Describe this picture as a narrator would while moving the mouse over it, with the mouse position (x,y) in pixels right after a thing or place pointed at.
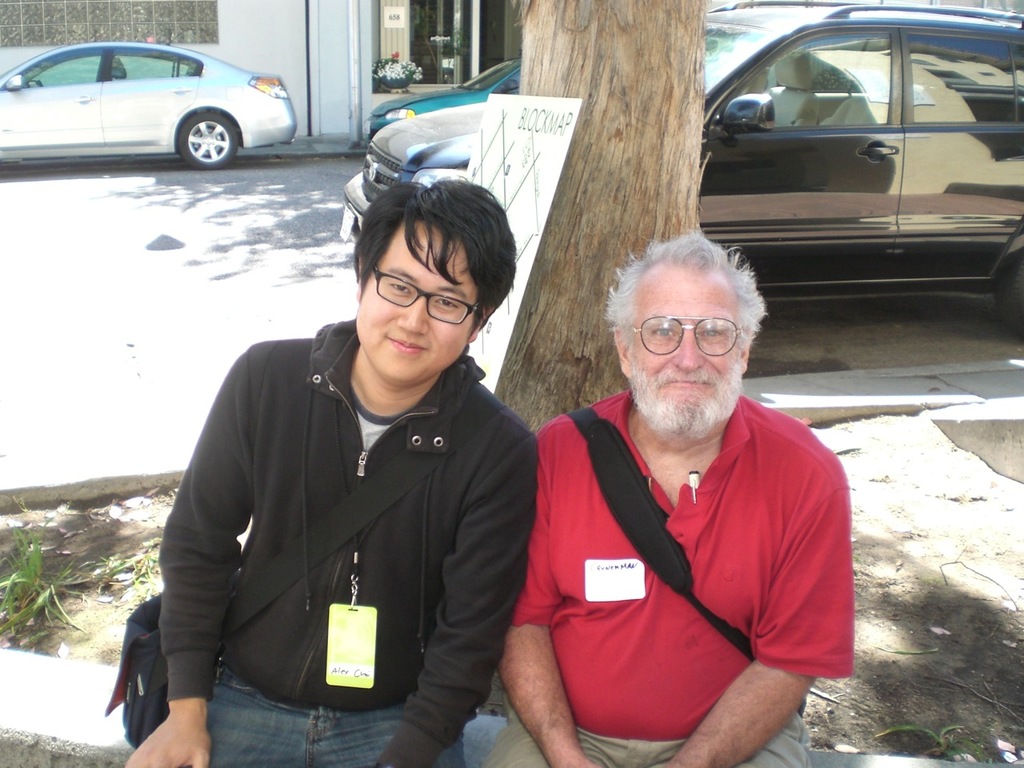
In the center of the image (417,467) there are persons (533,433) sitting at the tree (550,279). In the background (776,134) there are vehicles (822,116), road (252,206) and building (272,70).
